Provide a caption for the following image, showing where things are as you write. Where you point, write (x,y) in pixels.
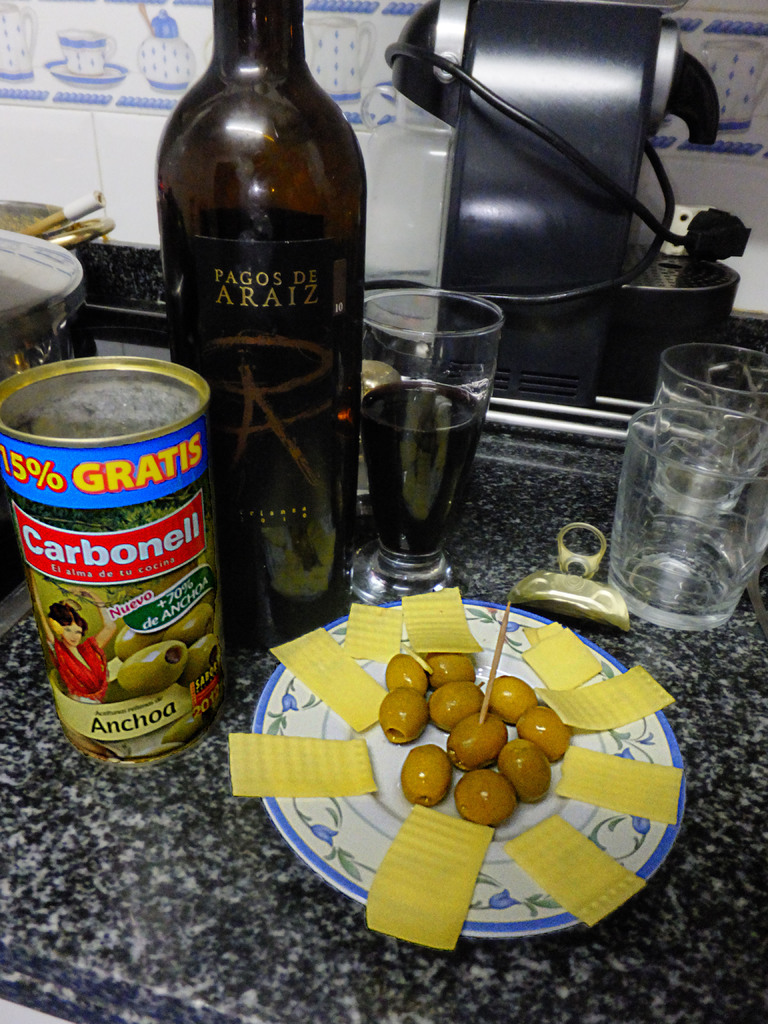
We can see bottle (293,584), food (426,814), plate (372,851), glasses (757,476) and objects (92,539) on the surface (143,771). In the background (143,177) we can see wall (767,55).
